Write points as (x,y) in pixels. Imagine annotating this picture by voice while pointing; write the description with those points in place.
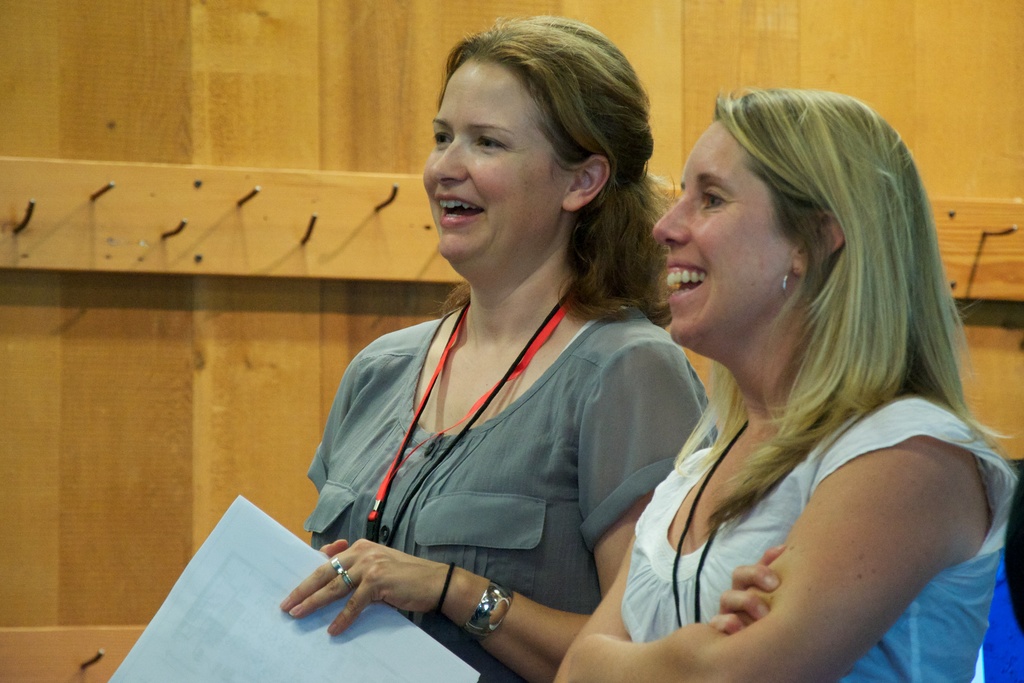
In this image we can see two women (524,400). In that a woman (521,463) is holding a paper (421,632). On the backside (319,379) we can see some metal rods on a wall (276,283).
